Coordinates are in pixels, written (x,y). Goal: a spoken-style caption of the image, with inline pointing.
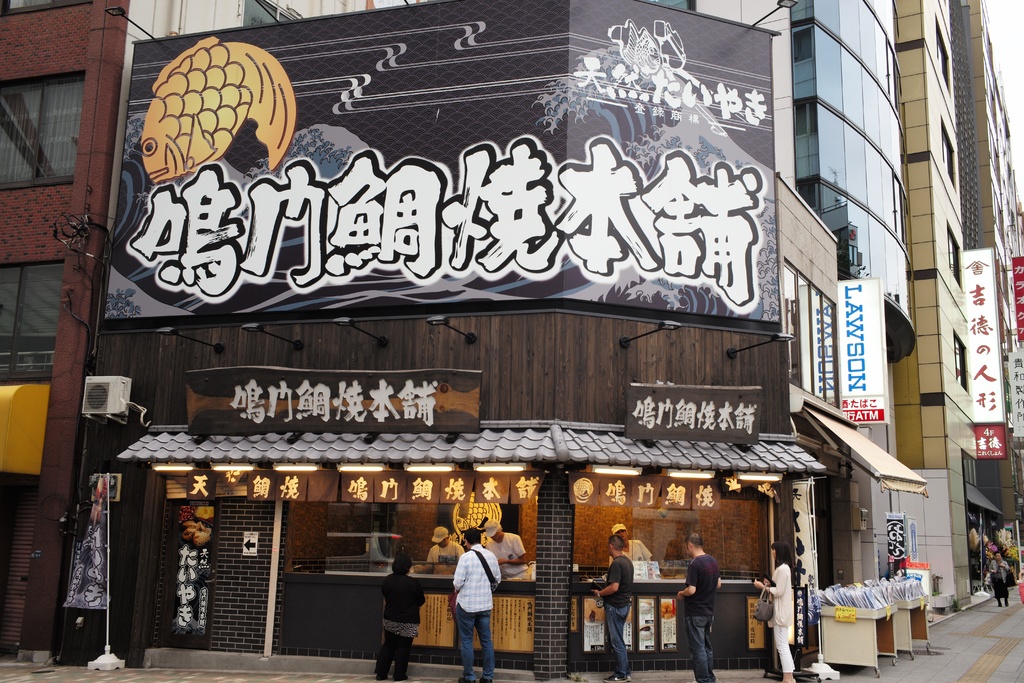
In this image there are buildings (830,260), there are boards (462,390) on the buildings (503,399), there is text (448,211) on the boards (648,406), there are windows (25,135), there are persons (402,581) standing, there are objects (877,632) on the ground (937,626), there is a pole (107,545), there is a flag (106,573).
